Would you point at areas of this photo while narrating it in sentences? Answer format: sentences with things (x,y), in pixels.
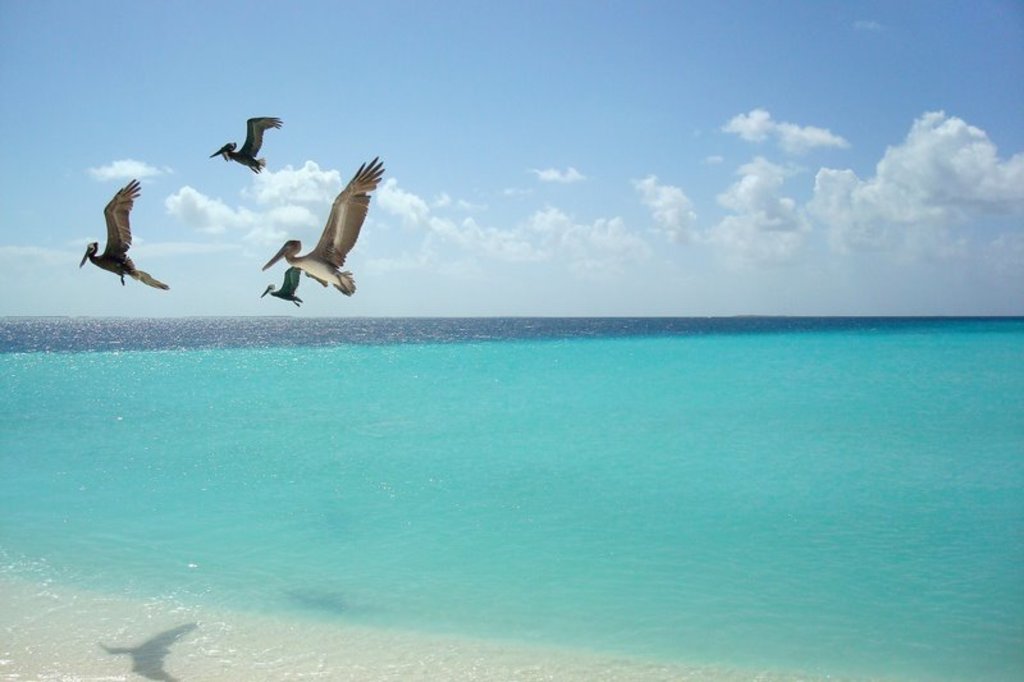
As we can see in the image there is water (511,516), birds (112,216), sky (334,152) and clouds (666,206).
